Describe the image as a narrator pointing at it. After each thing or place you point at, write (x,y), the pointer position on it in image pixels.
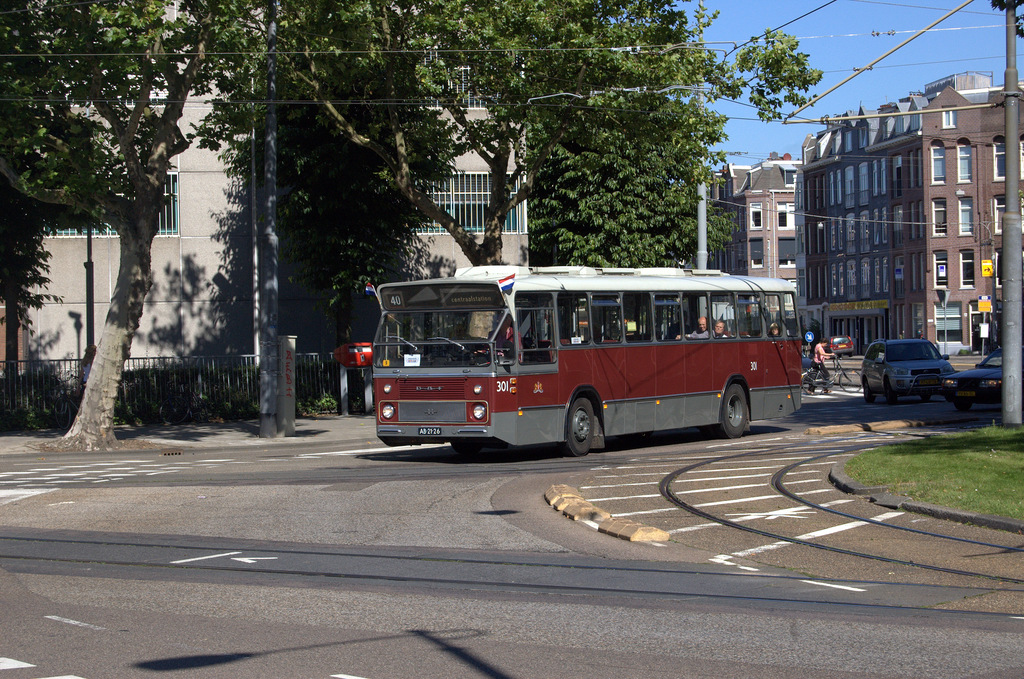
In this picture I can see many people (512,331) who are sitting inside the bus (608,328). Behind the bus (608,328) there is a man (829,358) who is holding the bicycle (809,375). Beside him I can see the cars (883,382) on the road (852,404). On the left (214,174) I can see the building (58,254), trees (339,273), poles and fencing (16,386). At the bottom (803,500) I can see the tracks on the road (825,523). In the top right corner (812,34) I can see the sky (840,48). In the background (874,253) I can see the street lights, cars (844,351), buildings (942,260) and other objects (1006,297). In the bottom right (890,473) I can see the grass (926,491).
